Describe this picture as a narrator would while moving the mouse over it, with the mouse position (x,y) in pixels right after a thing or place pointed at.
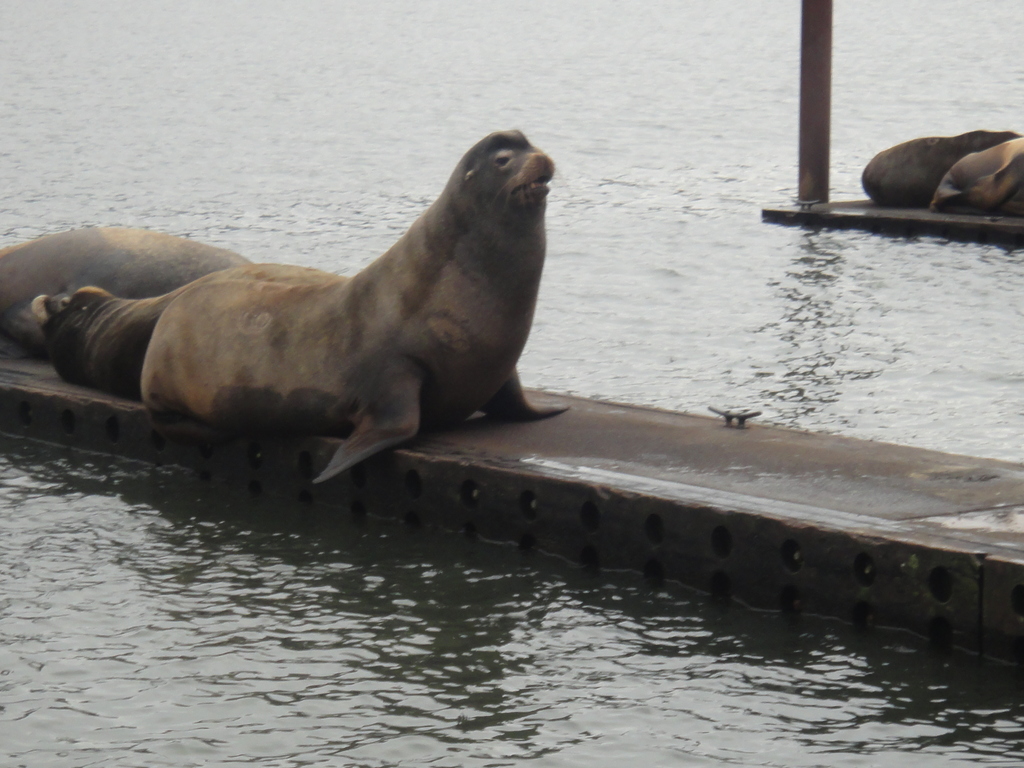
In this image I can see five seals (499,320) on a dock (537,430), pole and water (567,260). This image is taken may be in the ocean (693,325).
